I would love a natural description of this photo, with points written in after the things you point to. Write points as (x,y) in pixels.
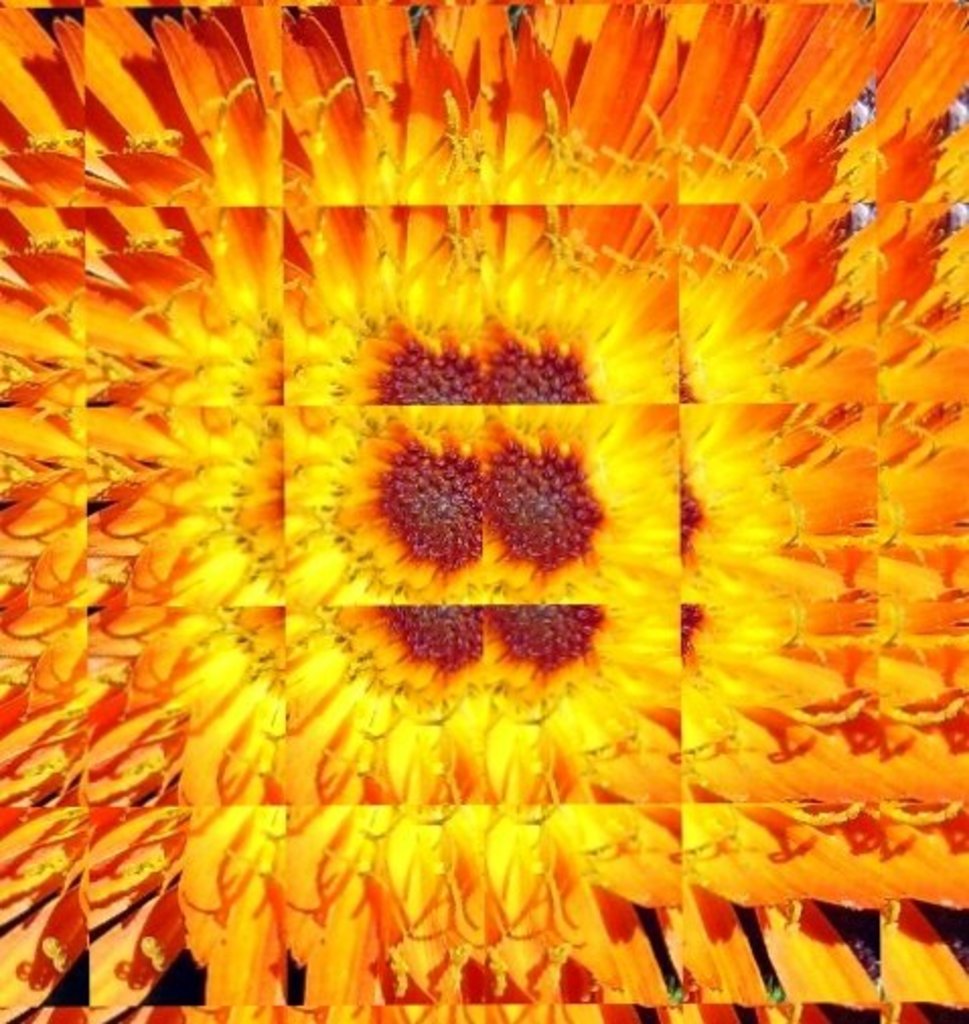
This is an edited picture, in these pictures we can see flowers (708,752).
